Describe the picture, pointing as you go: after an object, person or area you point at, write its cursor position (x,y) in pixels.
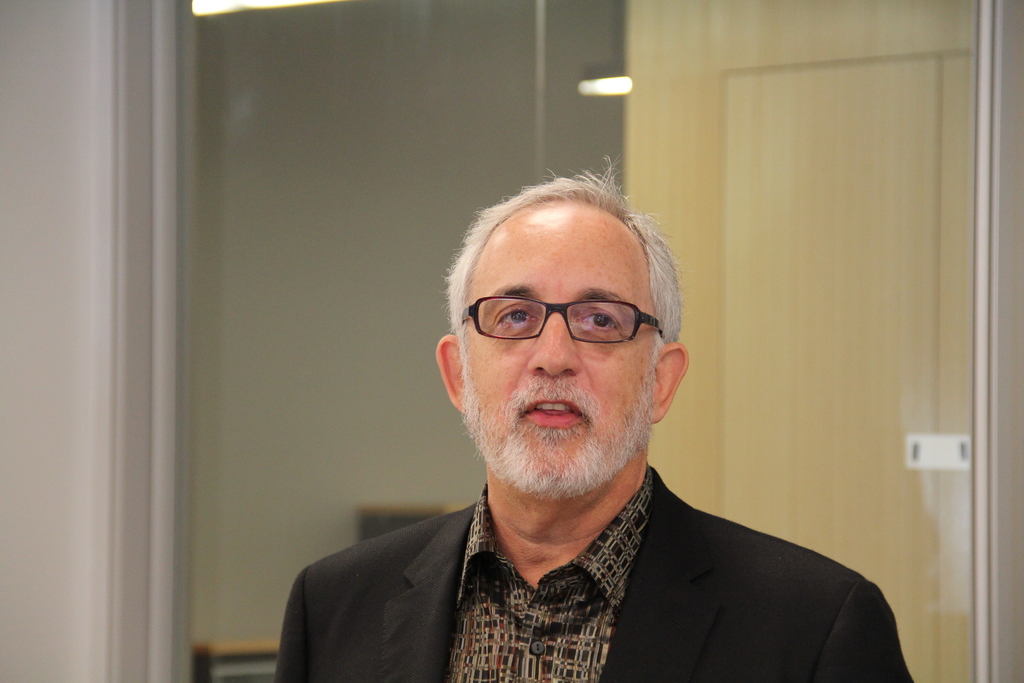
In the center of the image (617,429) there is a person (540,392). Behind him there is a door (794,191). There are lights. In the background of the image (388,250) there is a wall (323,358).
